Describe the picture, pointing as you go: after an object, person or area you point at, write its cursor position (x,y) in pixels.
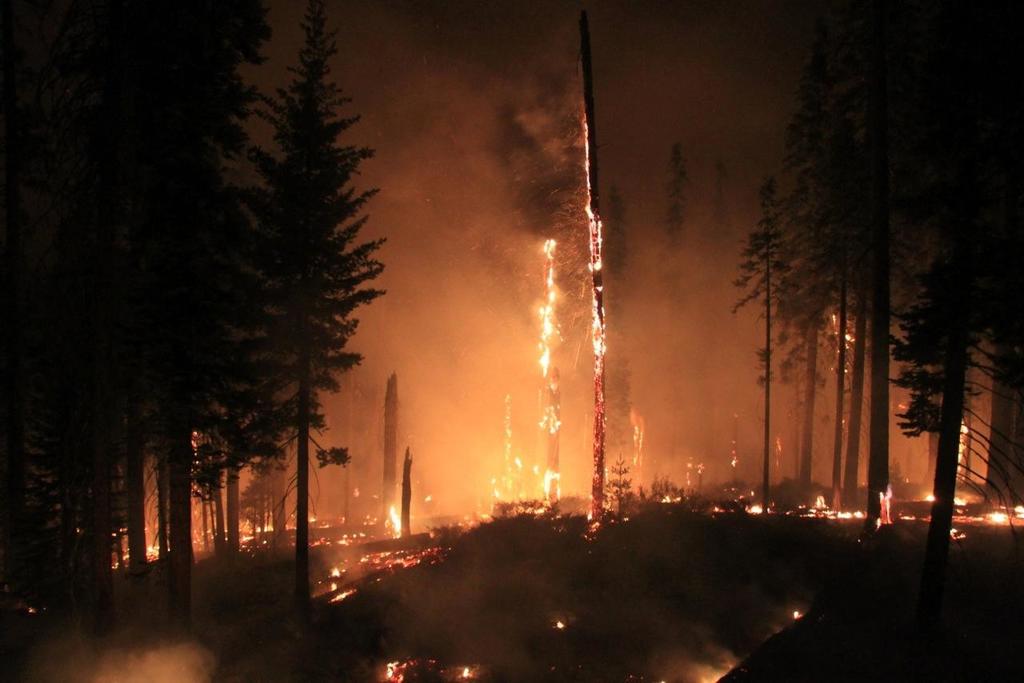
On the left side (97,301), we see the trees (133,324). On the right side (920,360), we see the trees (770,290). In the middle of the picture (598,411), we see the fire (484,495). This picture is clicked in the dark. I think fire (587,205) caught the forest (197,371).
